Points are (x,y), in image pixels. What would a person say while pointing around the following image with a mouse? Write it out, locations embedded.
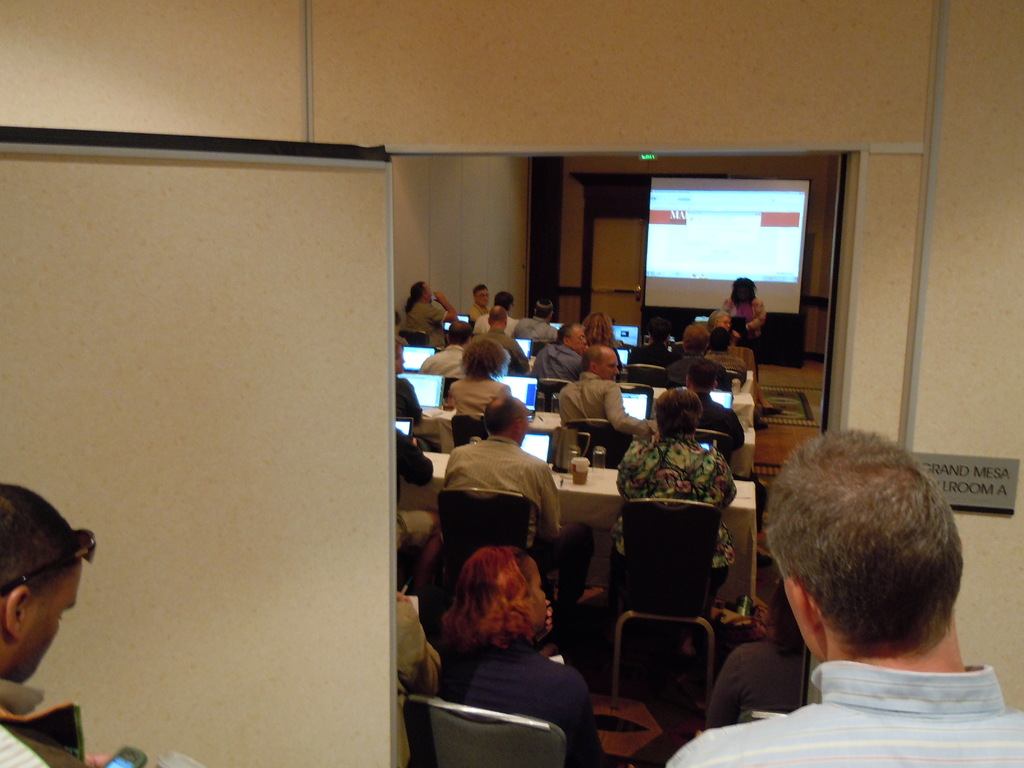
This is an inside view of a room (564,560). Here I can see many people (504,557) are sitting on the chairs (478,422) facing to the back side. In front of these people (488,485) there are tables (734,477). On the tables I can see the laptops (437,408). On the left side (156,345) there is a door (185,235). In the background (744,224), I can see a screen (747,240).
